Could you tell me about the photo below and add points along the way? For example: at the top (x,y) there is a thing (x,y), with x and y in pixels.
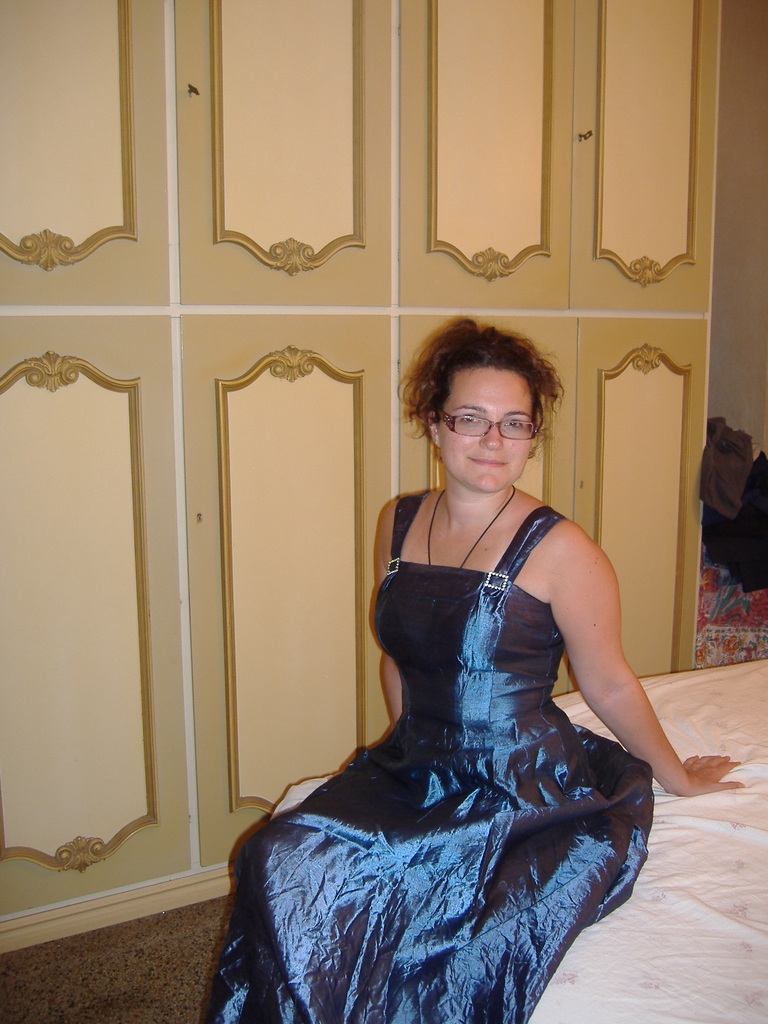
In this picture we can see a woman (630,846) wore a spectacle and sitting on a bed (731,671) and smiling and in the background (270,486) we can see cupboards (374,334), clothes (759,555).
